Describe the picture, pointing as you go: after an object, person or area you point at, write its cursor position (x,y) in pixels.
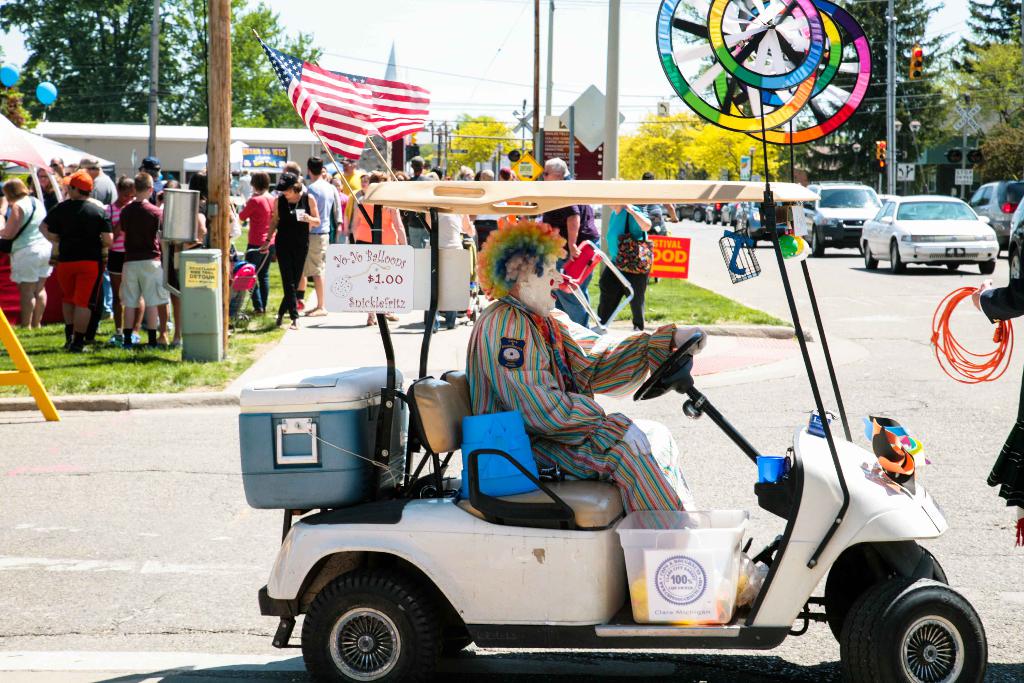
This is the man (585,430) driving the golf cart vehicle (424,346). He wore a fancy dress (571,383) and makeup (542,290). I can see the tubs (670,598) and the baskets (694,546) in the vehicle (602,531). These are the flags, which are hanging to the poles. There are the groups of people (300,201) standing. These are the poles (212,231). I can see the cars (847,216) on the road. On the right side of the image (1010,305), I can see a person (1019,479) standing and holding a rope (948,309). These are the trees (688,120) and buildings (265,136). I can see the balloons (14,76), which are blue in color. These look like the canopy tents (56,149). Here is the grass (177,366).
